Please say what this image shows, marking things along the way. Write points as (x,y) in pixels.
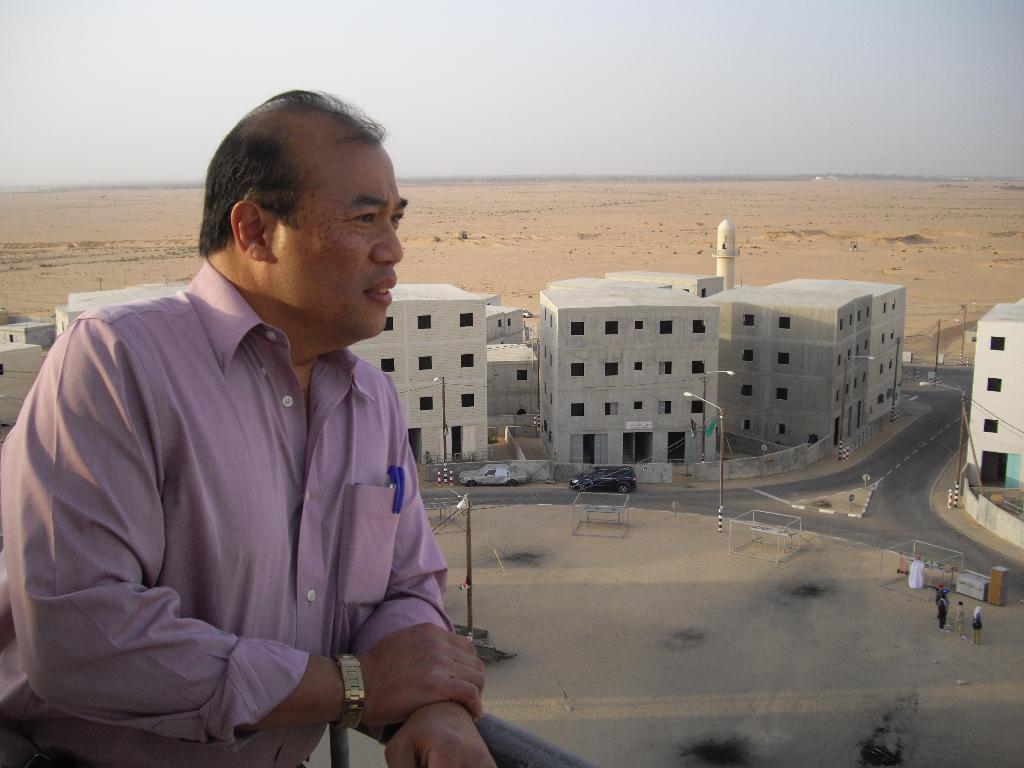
In this image, we can see a person (211,678) near the rod railing (535,748). In the background (990,341), there are buildings (461,369), roads (877,459), street lights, poles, wires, vehicles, walls (742,468), windows (667,411), people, some objects (1002,596) and the sky (574,101).
